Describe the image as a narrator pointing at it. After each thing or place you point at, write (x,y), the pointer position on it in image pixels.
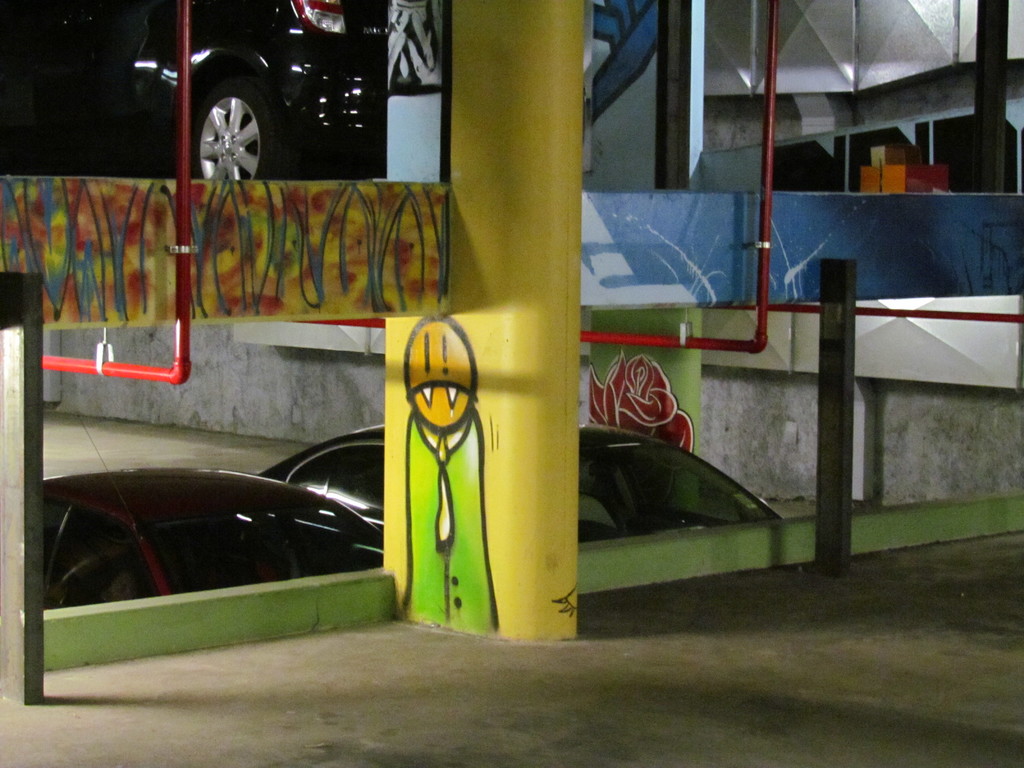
In this picture we can see a pillar (543,469) in the middle (499,269), we can see painting (450,335) on the pillar (453,320), in the background (356,475) there are some cars (300,54), on the left side (150,369) and right side (766,274) we can see pipes (765,298).
